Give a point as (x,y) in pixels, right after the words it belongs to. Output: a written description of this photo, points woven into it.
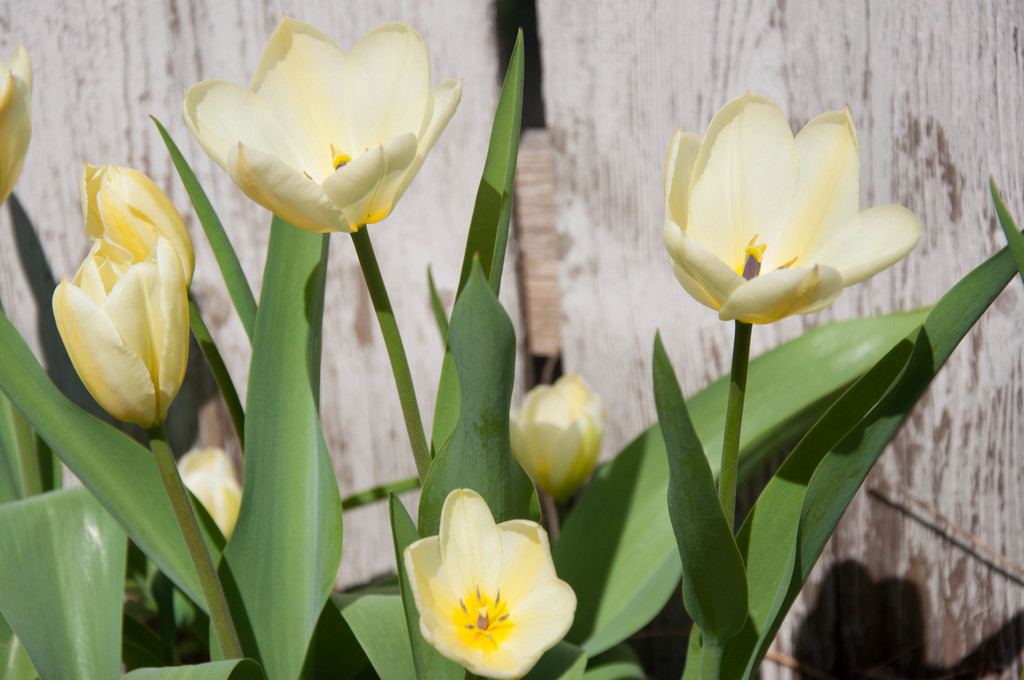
In this image in the foreground (556,417) there are some flowers (113,383) and plants (222,274), and in the background (639,73) there is a wall (671,103).
